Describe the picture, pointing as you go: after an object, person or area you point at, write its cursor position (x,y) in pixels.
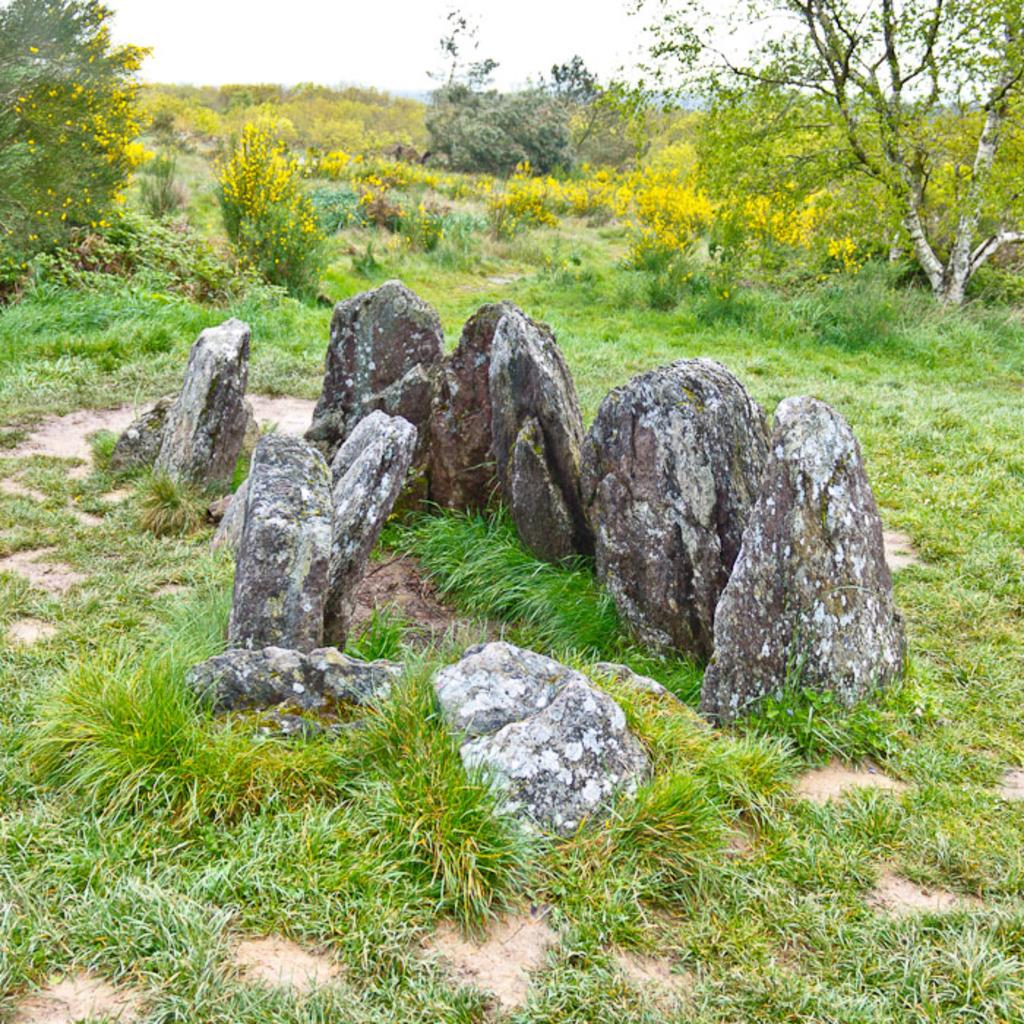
In this picture we can see many stones (467,438) on the ground (464,855). In the back (950,135) we can see yellow color flowers (72,97), plants (263,103) and trees (903,211). On the bottom (360,861) we can see grass (664,934). On the top (313,38) there is a sky (352,41).
